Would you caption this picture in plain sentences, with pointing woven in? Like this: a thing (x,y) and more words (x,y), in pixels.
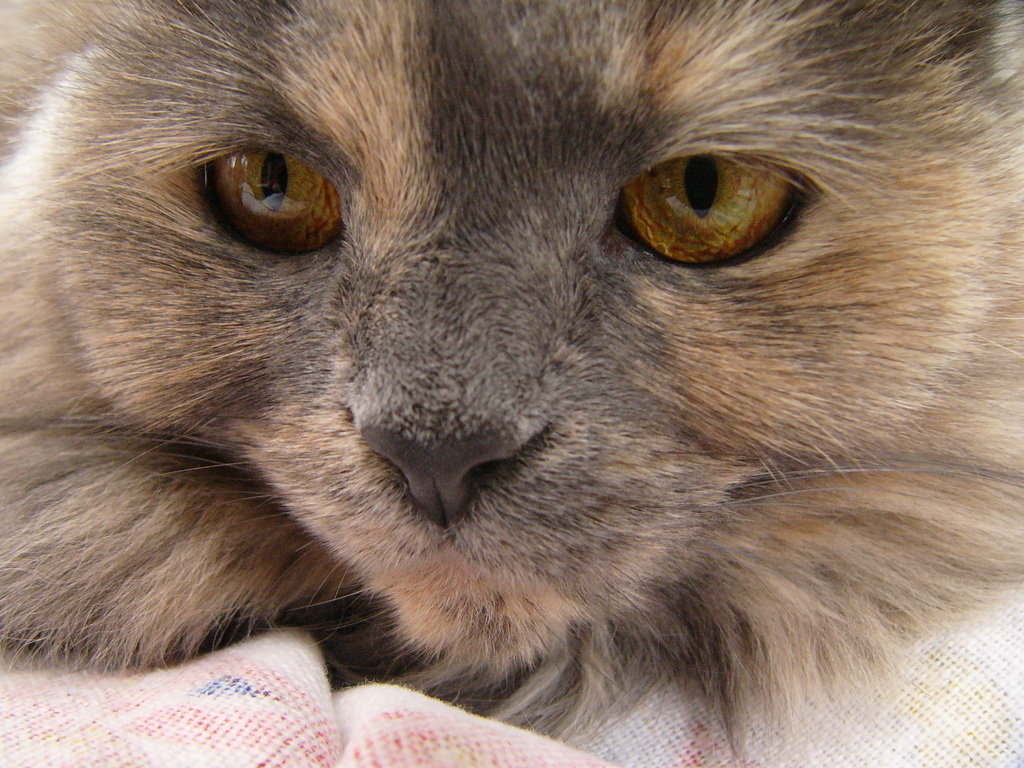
In this image I can see a cat (473,334) which is brown and black in color on the white colored object (266,701). I can see its eyes (745,240) are gold, orange and black in color and its nose (463,435) is black in color.
